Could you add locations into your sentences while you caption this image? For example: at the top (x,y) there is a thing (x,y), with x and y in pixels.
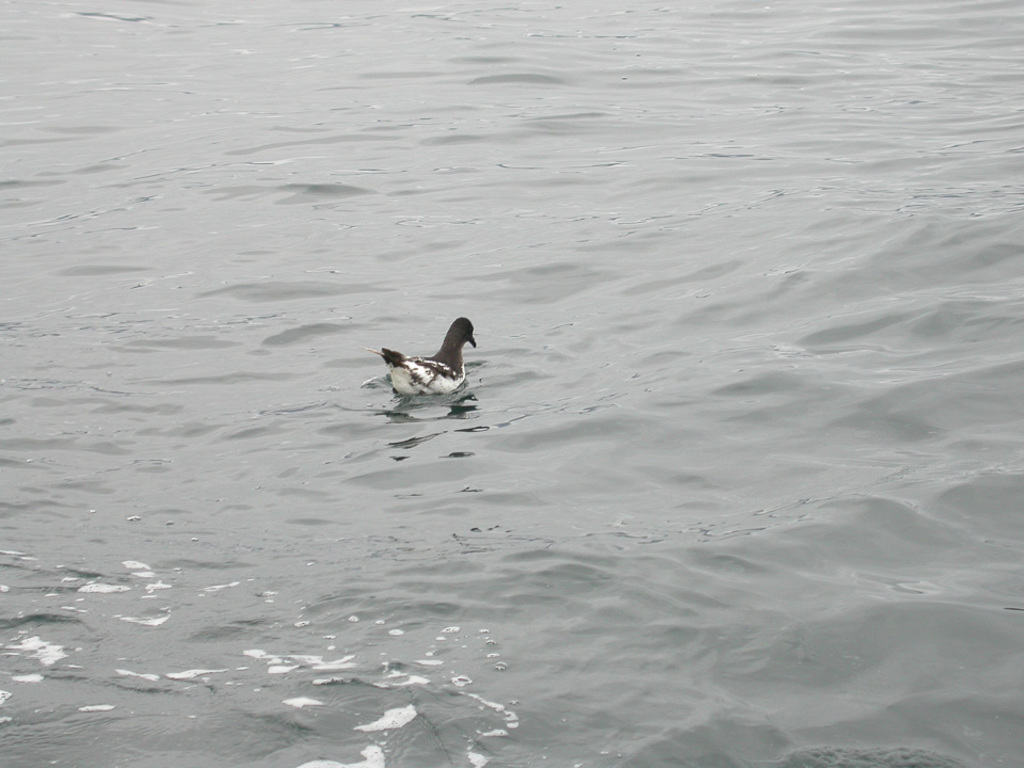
In the image we can see a bird (422,369) in the water (648,497). The bird (435,371) is black and white in color.
